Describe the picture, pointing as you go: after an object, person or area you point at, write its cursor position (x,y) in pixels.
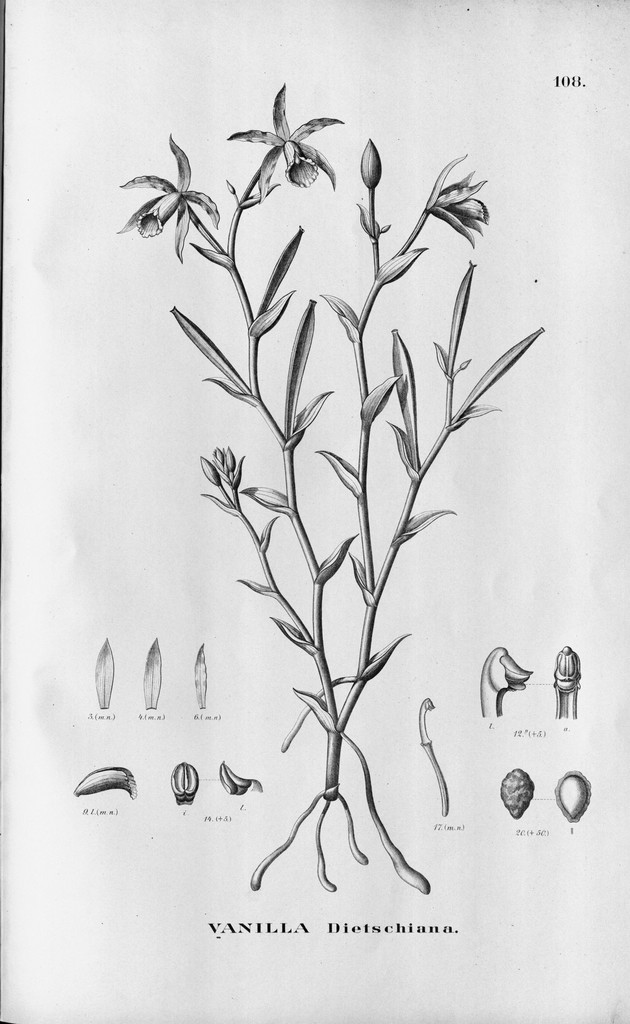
In this picture we see a printed paper (318,685) and I can see a plant (490,367) and text (411,930) at the bottom of the picture (369,927) and number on the top right corner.
